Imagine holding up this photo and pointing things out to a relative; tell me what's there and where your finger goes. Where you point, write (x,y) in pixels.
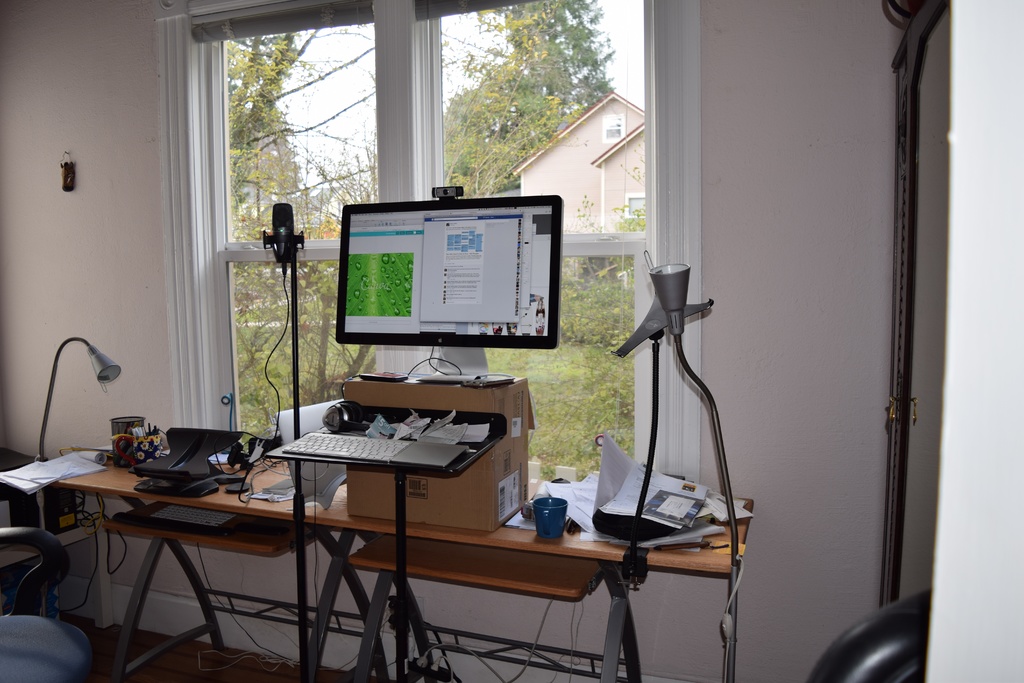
In this picture we can see a computer (349,225), keyboard (352,442), headset (348,401), box (375,502), cup (559,517), wires (248,496), papers (99,462) and other objects (209,492) are visible on the table (448,528). We can see a white object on a wooden surface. There are lights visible on both sides of a table (253,537). There is a chair (64,642) visible on the left side (29,642). We can see a black object (845,636) on the right side (913,640). There are a few objects (64,171) visible on a wall (95,251). We can see some glass objects (603,122). Through these glass objects (241,185), we can see the trees (273,292) and houses (579,142) in the background (288,197).
